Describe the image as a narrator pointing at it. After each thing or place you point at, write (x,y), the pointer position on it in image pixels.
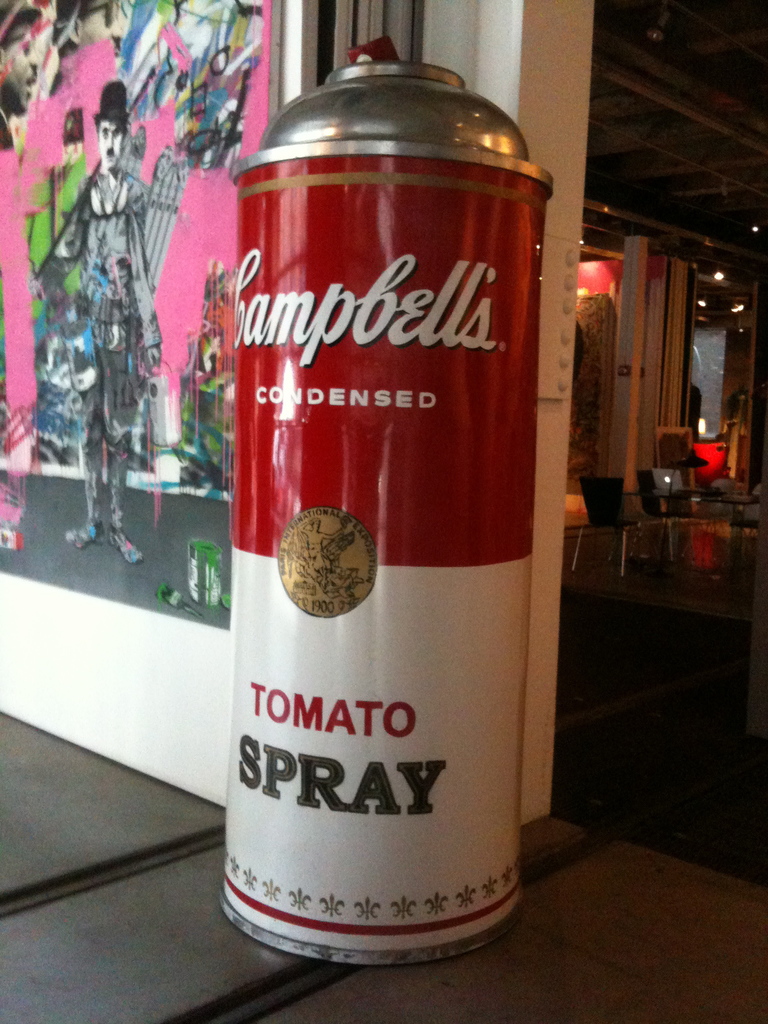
In this picture we can see a big can (280,153) near to the painting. On the right (585,485) background (708,480) we can see table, chairs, lamps (703,426), light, door (703,414) and other objects (662,339).
